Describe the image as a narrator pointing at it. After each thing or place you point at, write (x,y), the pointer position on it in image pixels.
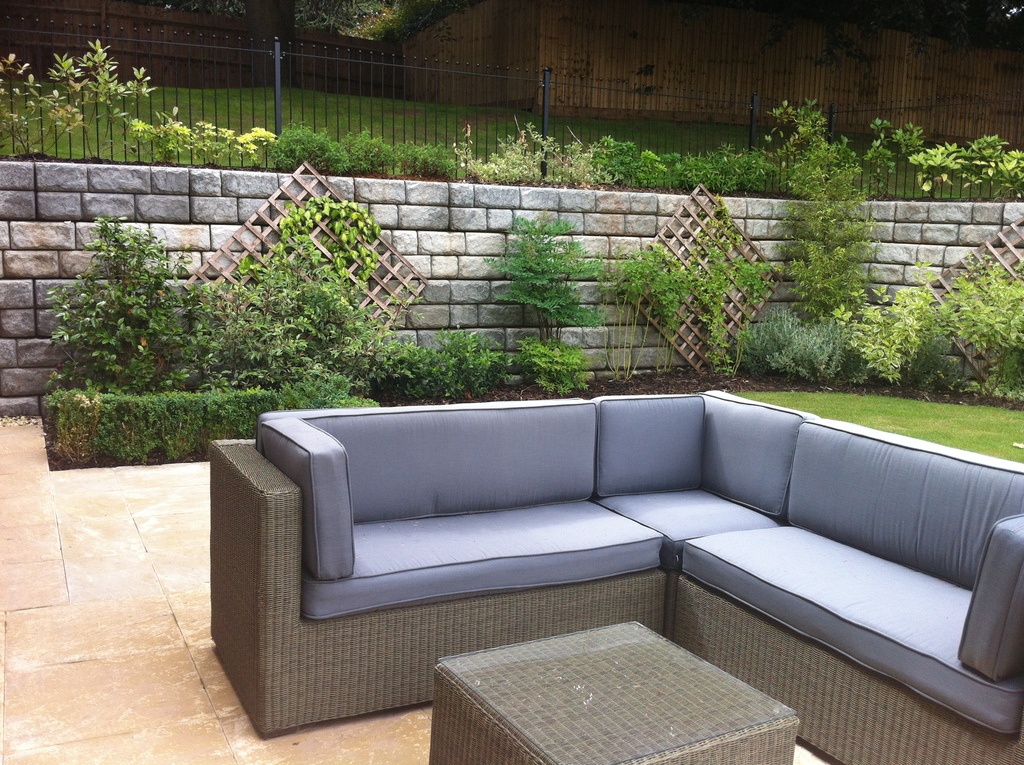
In this image in the center (646,398) there is one couch (691,563) and a table (610,643), and in the background (451,163) there is a fence wall (266,187) and some plants (996,374). At the bottom (64,535) there is a floor (159,646) and grass (888,411), in the background (574,57) there is a wooden fence (574,57).
